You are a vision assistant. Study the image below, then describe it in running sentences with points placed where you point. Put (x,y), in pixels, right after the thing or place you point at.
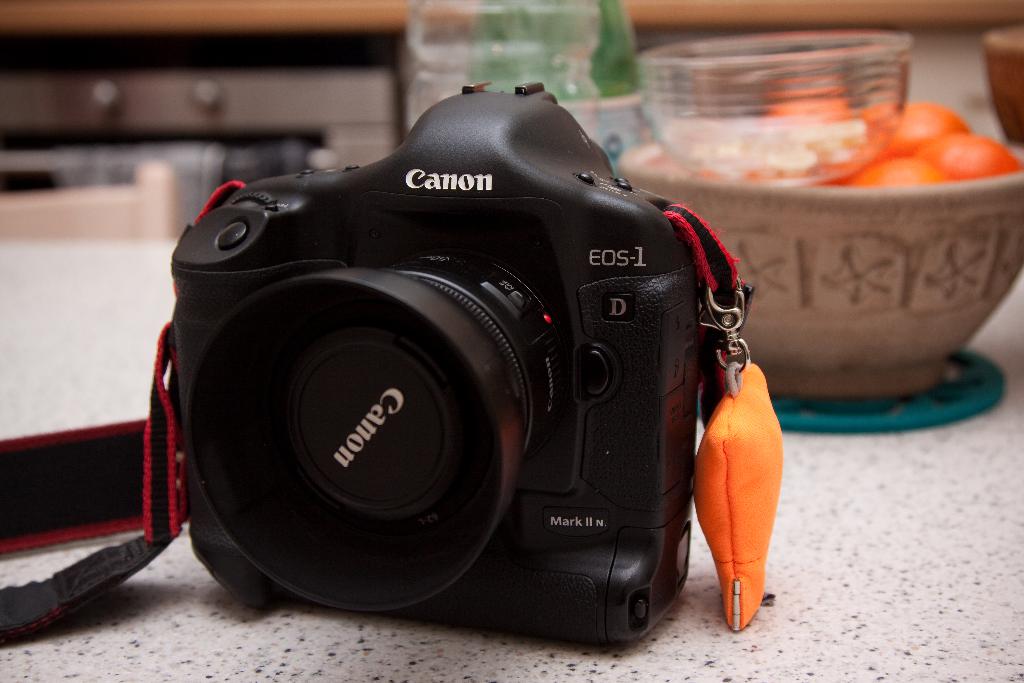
In the picture we can see a table surface (694,592) on it, we can see a camera (616,521) which is black in color with a tag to it and behind it, we can see a bowl (922,255) with some fruits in it and on it we can see a glass bowl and behind the table (694,592) we can see a part of the chair (118,203) and some things (142,139) behind it which are not clearly visible.
